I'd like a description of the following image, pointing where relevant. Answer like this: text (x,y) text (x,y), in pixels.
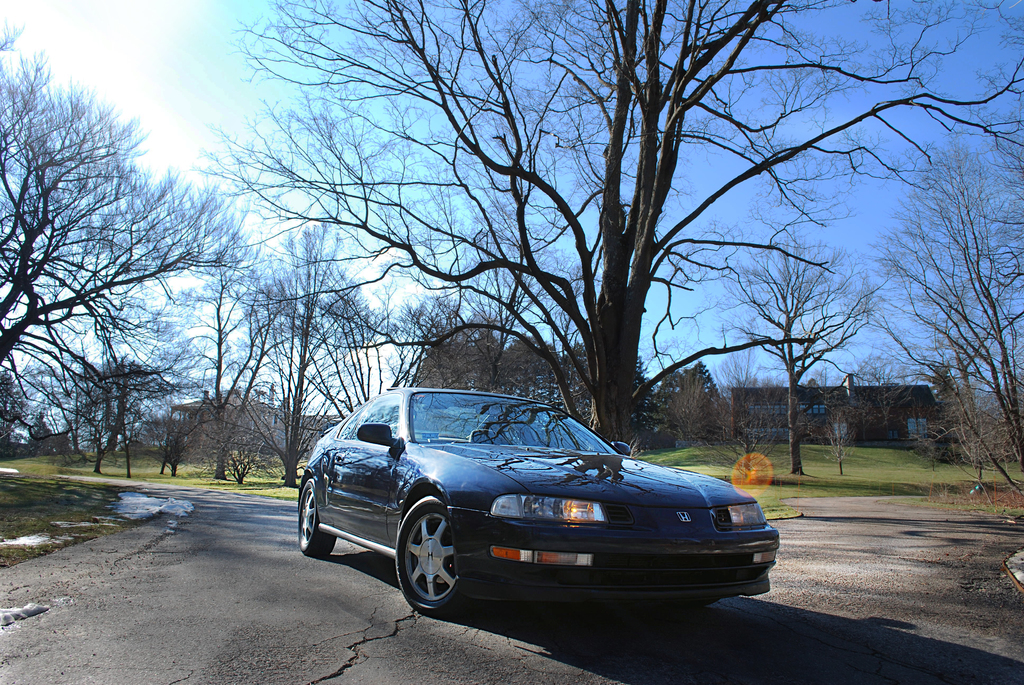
In this picture I can see the vehicle (537,478) on the road (381,602). I can see green grass (711,463). I can see trees (452,381) in the background (456,377). I can see houses (778,437). I can see clouds (213,149) in the sky (467,215).
